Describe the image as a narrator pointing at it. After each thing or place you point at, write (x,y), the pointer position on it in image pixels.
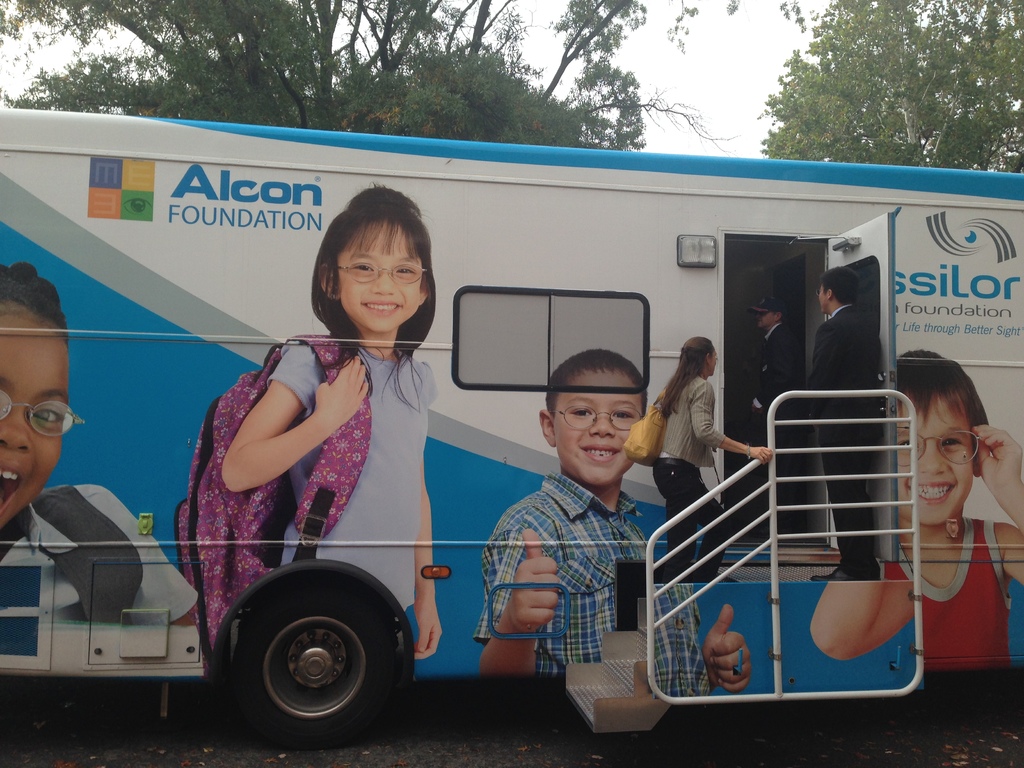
In this image we can see a vehicle (276,607) on which we can see posters (1015,526) of children (595,379) smiling. Here we can see the logo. Here we can see a woman (703,576) climbing the stairs (731,568) and these two persons (867,355) are standing here. In the background (891,100), we can see trees (944,112) and the sky (706,148).
